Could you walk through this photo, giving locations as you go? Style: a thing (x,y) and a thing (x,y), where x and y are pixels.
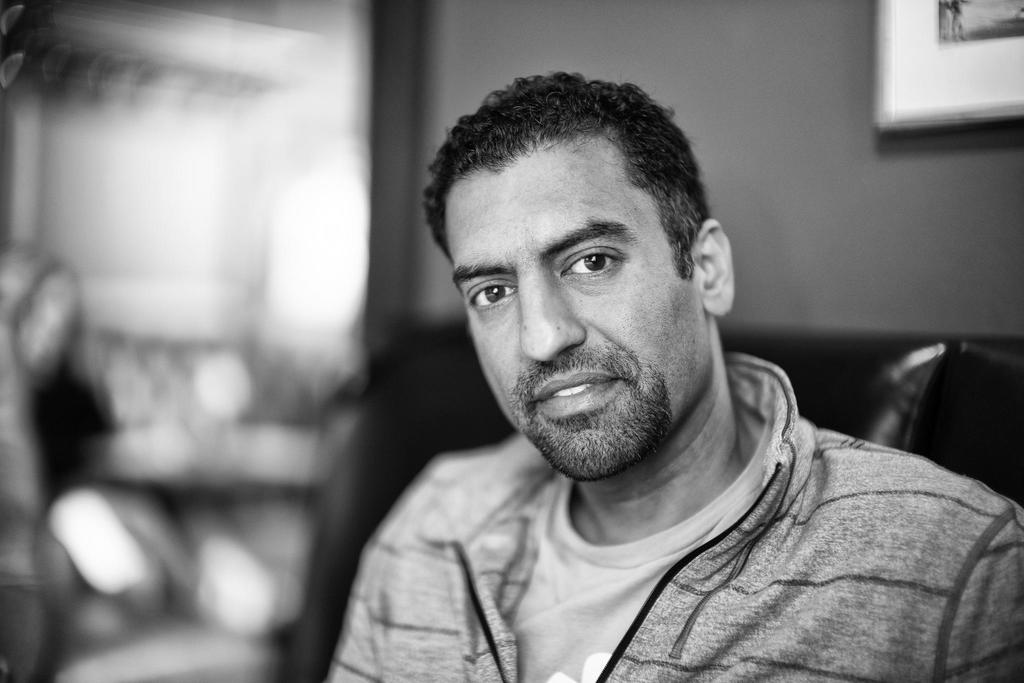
In this picture there is a man (577,275) who is wearing jacket (761,609) and t-shirt (556,609). He is sitting on the couch (975,433). On the top right corner (915,103) there is a painting (955,82) on the wall (856,137). On the left (238,262) we can see doors (319,314) and table (277,451).
